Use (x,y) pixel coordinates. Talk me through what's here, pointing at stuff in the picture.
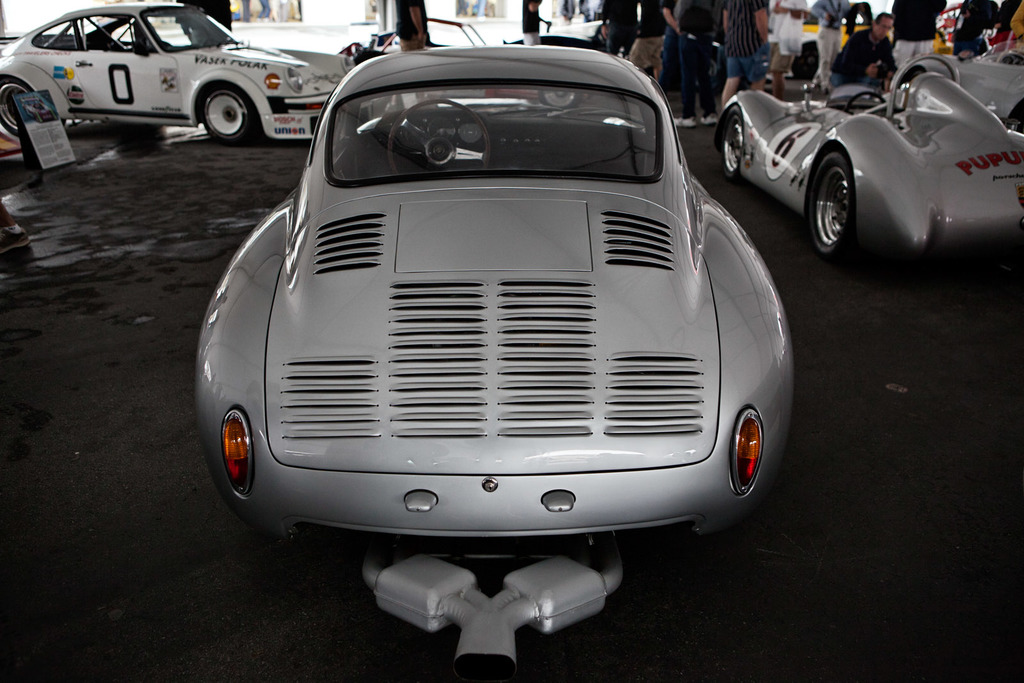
In this image I can see few vehicles (566,135). Back Side I can see few people (769,18) around. The vehicles (458,151) are in different color. We can see a board (30,124).
